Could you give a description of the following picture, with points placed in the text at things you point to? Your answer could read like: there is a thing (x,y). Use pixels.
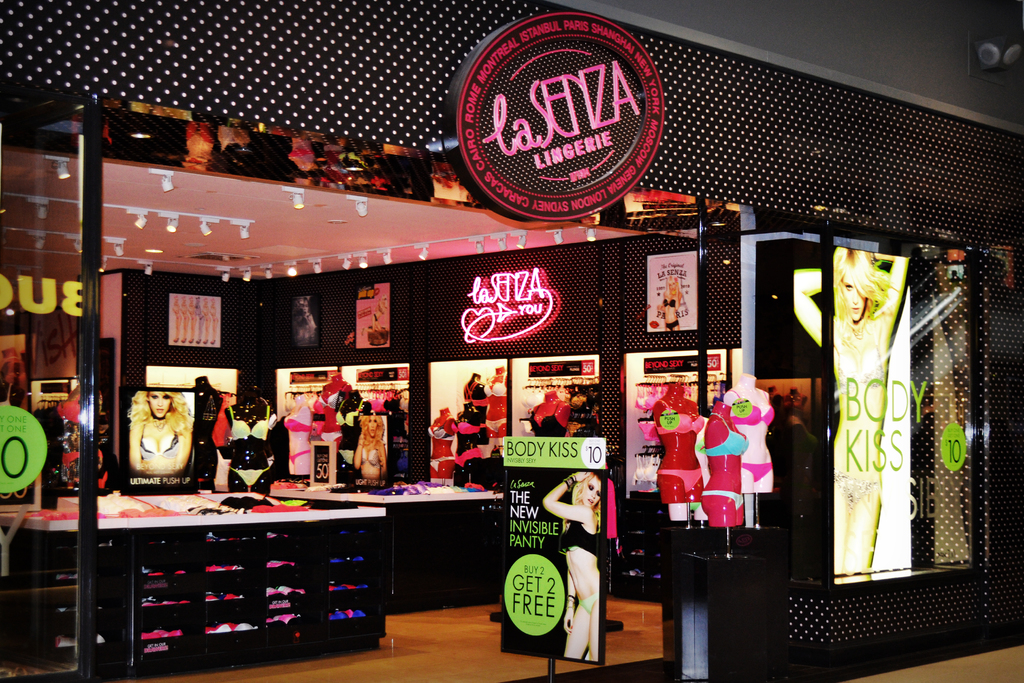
This image looks like a shopping mall (360,426). In which there are clothes (432,436). At the top (243,220), there are lights (243,220) fixed to the roof (232,229). At the bottom (378,658), there is a floor (429,631).
